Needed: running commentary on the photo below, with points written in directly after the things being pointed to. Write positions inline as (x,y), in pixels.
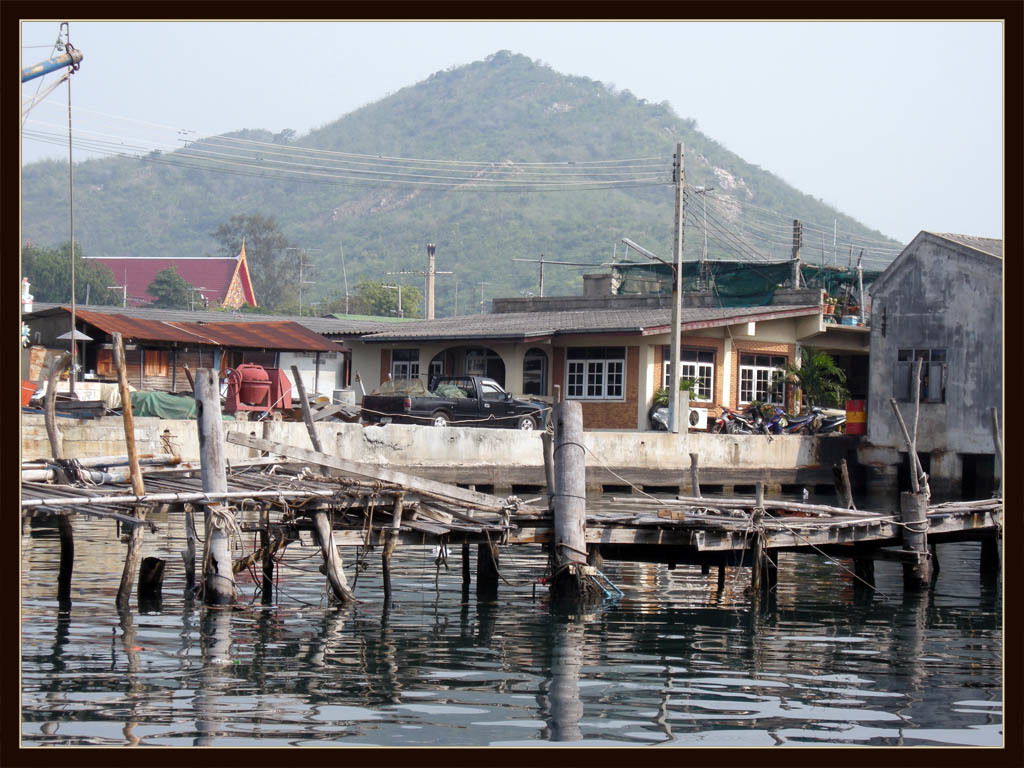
In this image I can see a vehicle (500,391) in black color. I can also see water (668,681). Background (609,383) I can see few buildings (600,308) in brown, maroon and gray color, I can also see trees (567,156) in green color and sky (826,106) in white color.
